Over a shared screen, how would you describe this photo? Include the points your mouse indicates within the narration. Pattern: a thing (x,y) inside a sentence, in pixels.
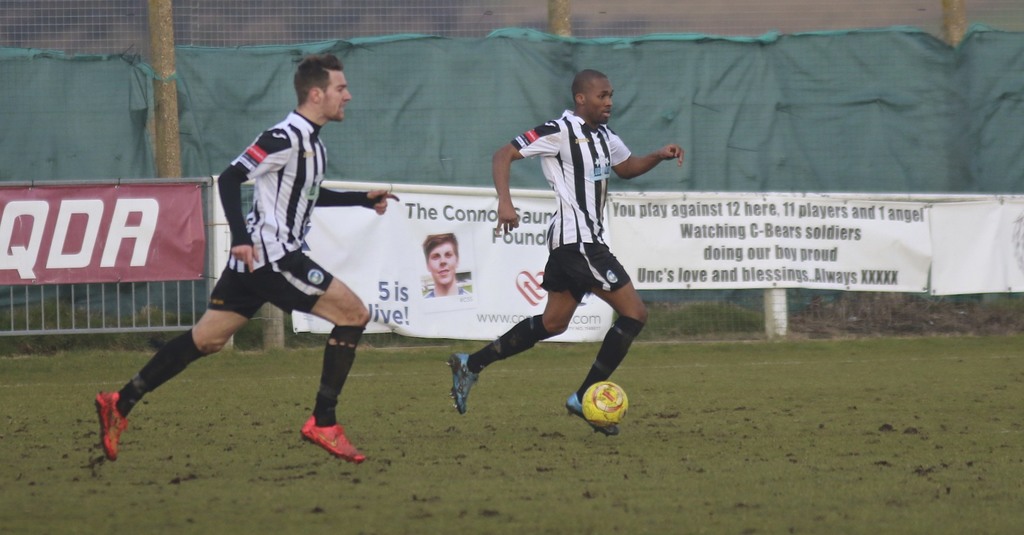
This is a fence (211,37) and there is a cover sheet (880,106). Here we can see hoarding (522,232). We can see two men (578,250) playing a football (601,410) in a playground (506,445).
